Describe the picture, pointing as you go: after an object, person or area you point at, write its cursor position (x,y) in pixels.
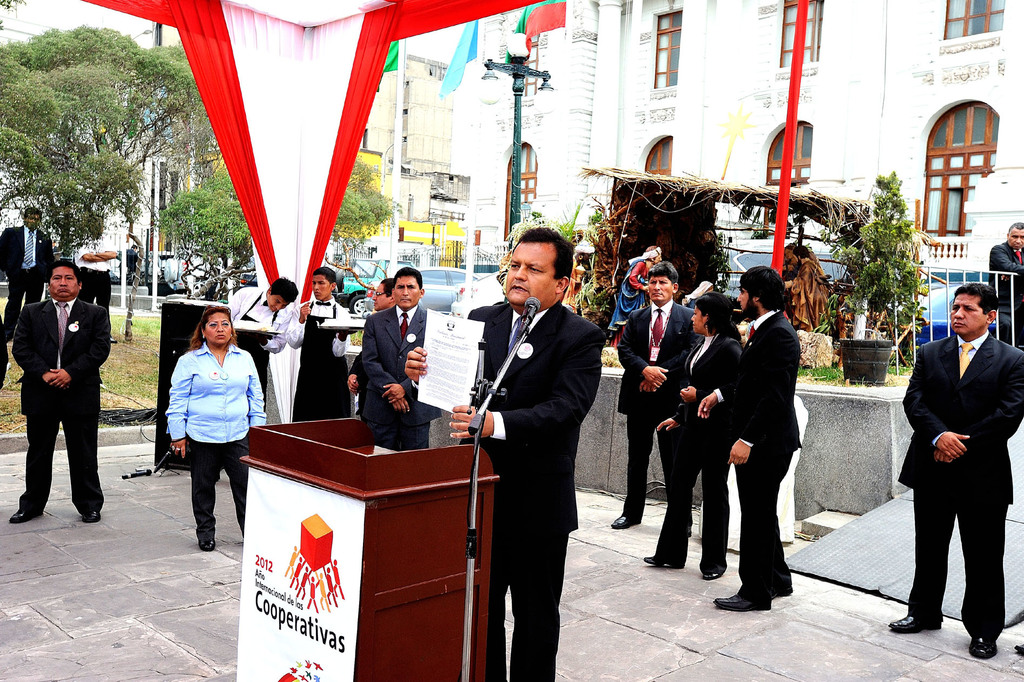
In the middle (519,389), there is a person (552,333) in a suit (552,333), holding a document (457,405), speaking and standing in front of a wooden stand (339,483). Beside this wooden stand (447,477), there is another stand (470,648). In the background (996,254), there are other persons (1007,425) standing, there are poles (399,178), a tent (338,62), vehicles (344,260), poles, a tree (85,111), plants (881,273) and buildings (439,75).
